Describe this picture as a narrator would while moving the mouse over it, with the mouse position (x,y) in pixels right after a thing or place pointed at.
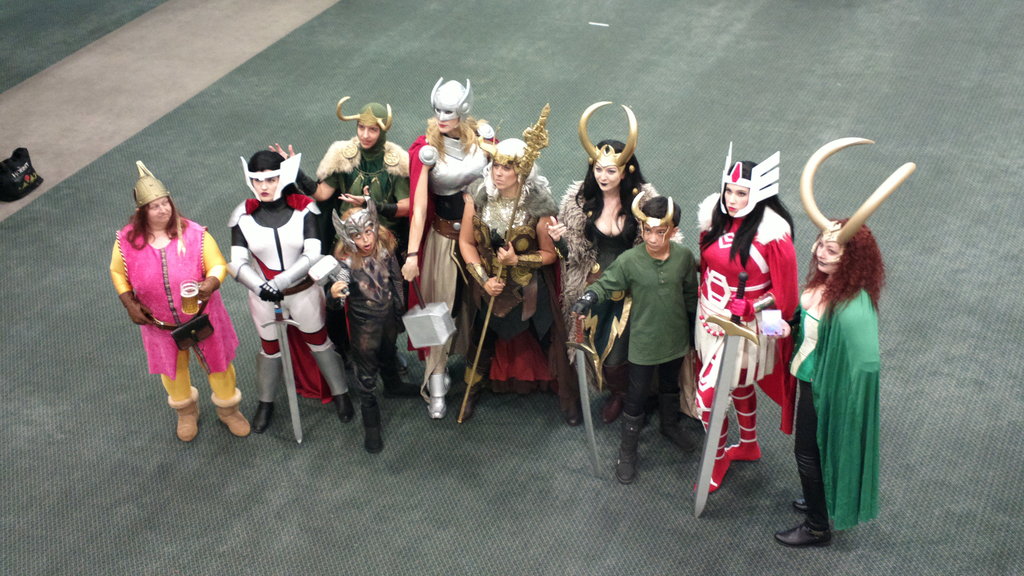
In this image we can see few people (389,236) with costume (776,227). Some are wearing crowns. Some people (641,356) are holding swords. On the left side (13,168) we can see an object (26,162).
